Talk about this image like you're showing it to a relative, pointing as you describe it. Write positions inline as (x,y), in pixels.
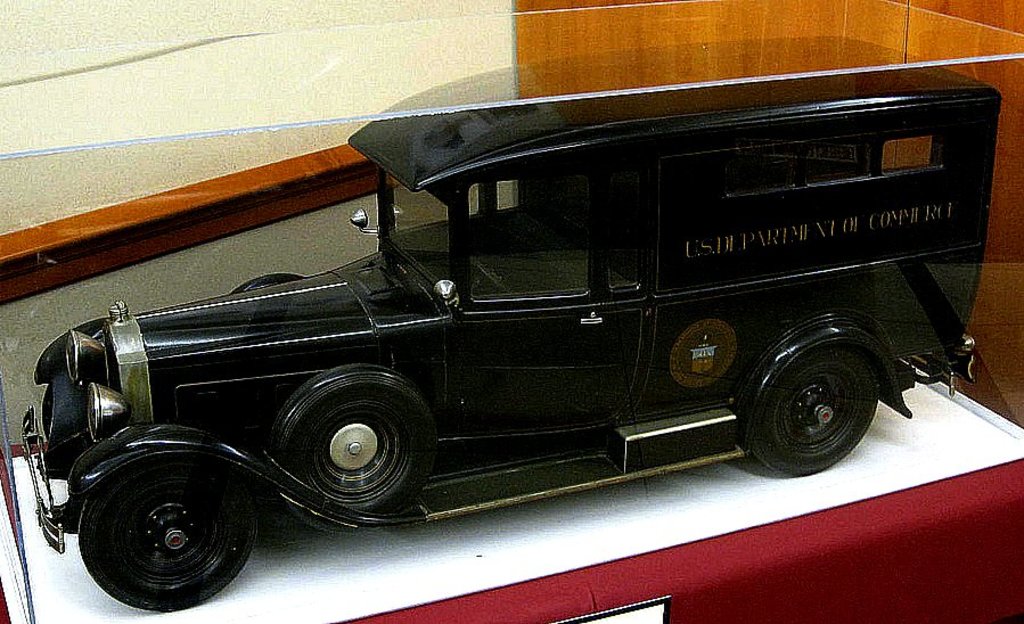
In this image there is a toy car (347,451) on the table (659,492). There is text (705,255) on the car (823,242). Behind the car (790,195) there is a wall (280,93). To the right (787,27) there is a wooden wall (820,40).
